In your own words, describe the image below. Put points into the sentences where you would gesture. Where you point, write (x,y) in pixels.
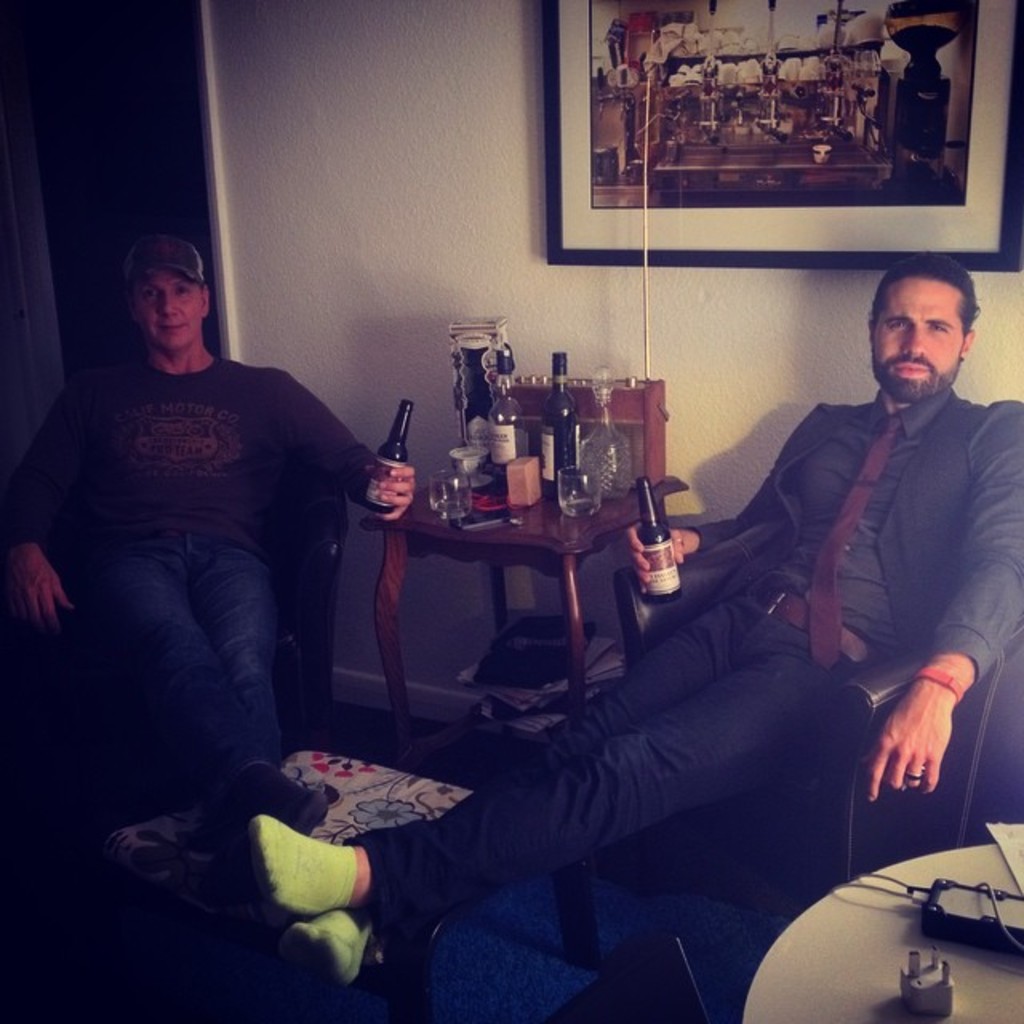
The image is inside the room (806,337). In the image on right side (709,629) and left side (265,685) there are two mans (112,582) holding a bottle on their hands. In middle (578,591) there is a table (536,528), on table (571,583) we can see a glass (565,475) and few bottles (564,455), coffee cup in background (518,36) there is a photo frame (565,76) on wall (355,132) which is in white color.
